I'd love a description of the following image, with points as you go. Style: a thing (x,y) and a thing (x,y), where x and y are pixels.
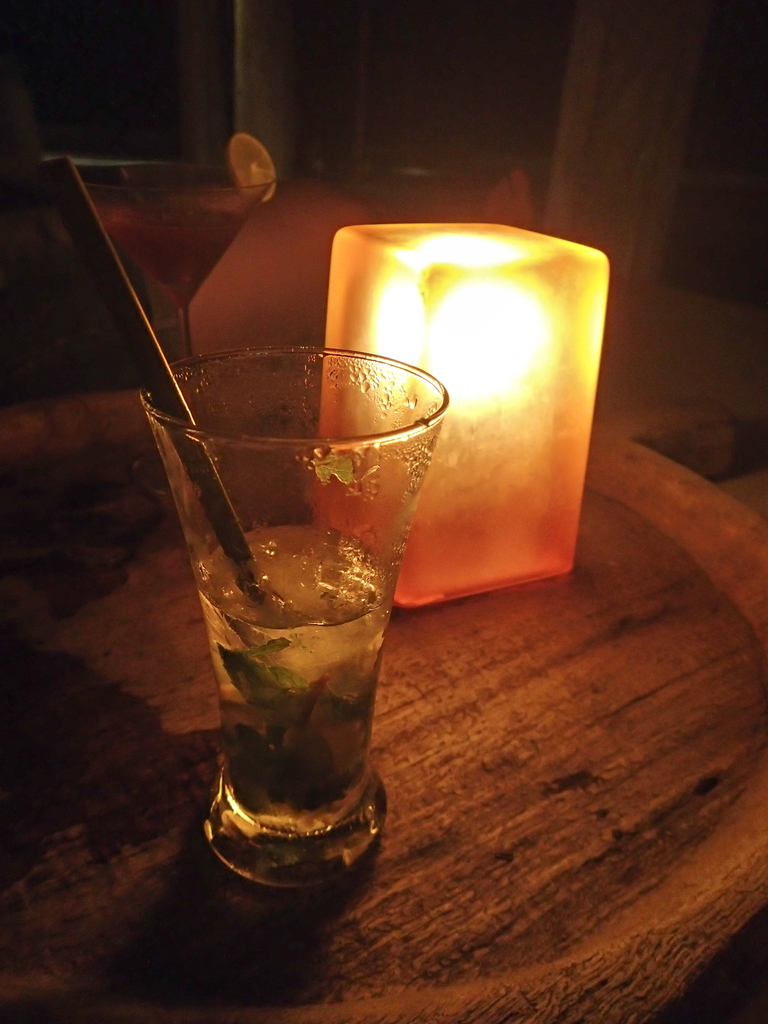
The picture consists of a table (533,838), on the table (597,692) there are glasses (307,434) and a lamp (478,489). In the glasses (259,356) there are drinks (208,240) and a straw (193,481). This is a wooden table (503,801). In the background (295,232) there is a person's leg (362,222). At the top (293,64) it is dark.
